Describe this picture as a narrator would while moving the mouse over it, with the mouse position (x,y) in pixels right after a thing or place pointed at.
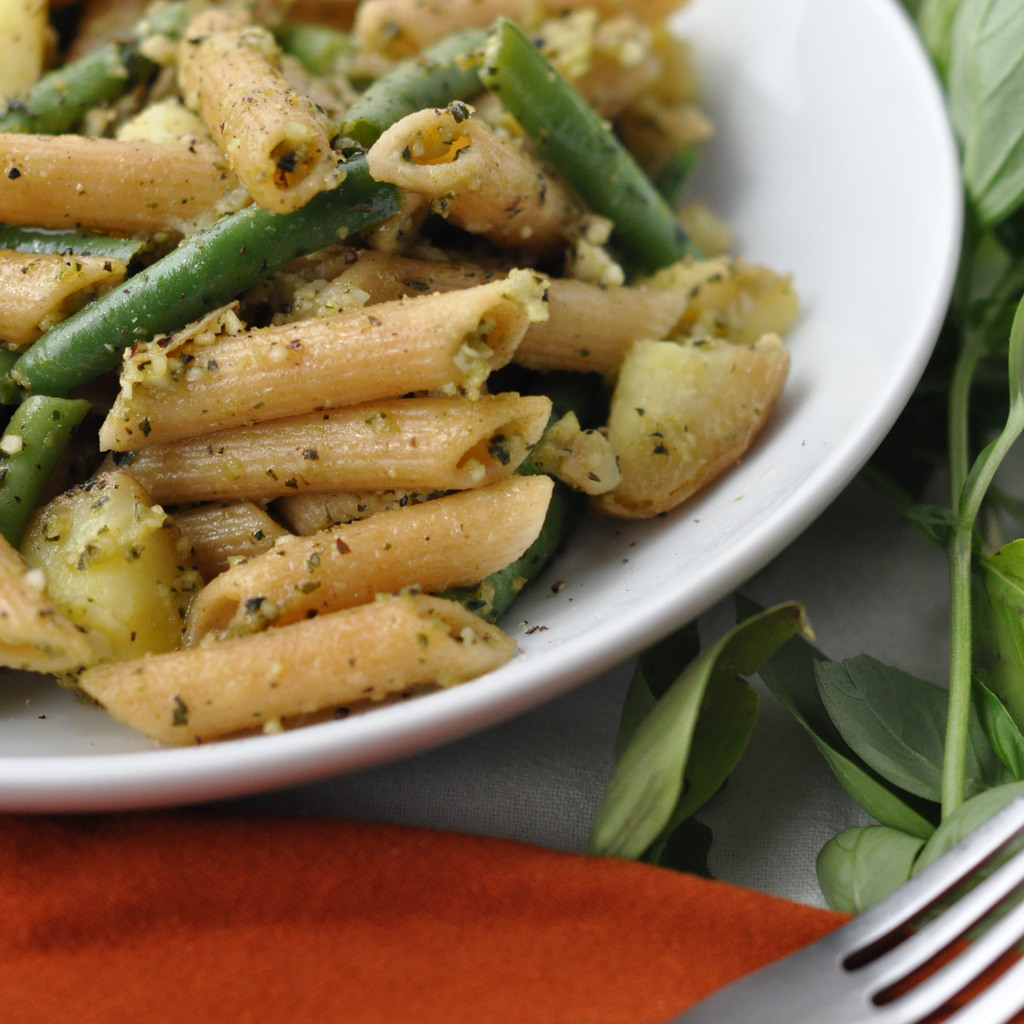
In the center of this picture (654,596) we can see a white color platter (842,223) containing pasta (546,0) and the beans (268,220) and some food items (575,428) and we can see a napkin (674,927), fork (845,1016), green leaves (915,733) and the stems (997,461).
